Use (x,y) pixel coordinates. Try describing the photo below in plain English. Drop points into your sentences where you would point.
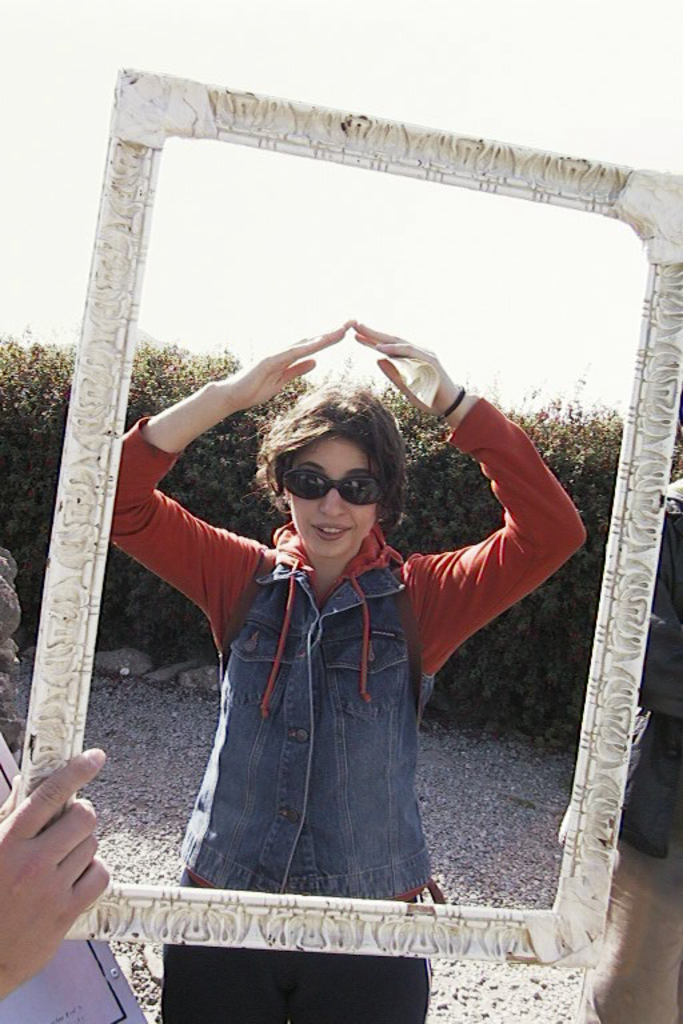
In this image there is a girl (331,638) standing, in front of her there is a frame (371,940) holding by a person (36,923). On the right side (643,931) there is another person (640,940) standing on the surface (461,1012). In the background (220,477) there are trees (37,516) and the sky (366,303).
